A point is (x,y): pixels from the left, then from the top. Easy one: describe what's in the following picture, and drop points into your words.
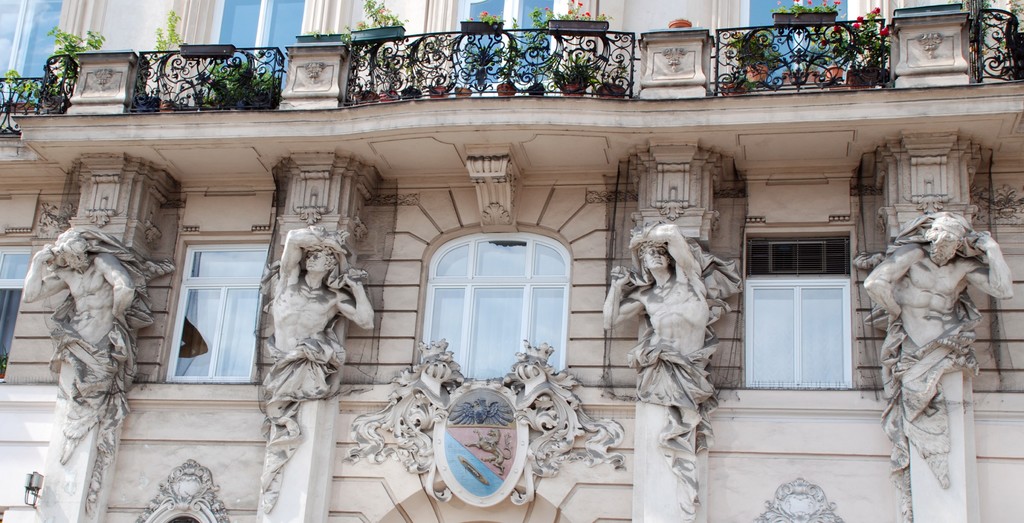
This is a part of a building (551,373). Here I can see a wall (41,203) along with the pillars (639,501) and windows (816,346). At the top of the image (563,75) there is a railing (45,83). Behind the railing (417,75) there are many plant pots (502,85). On the pillars (76,294) there are sculptures (911,273) and also I can see the carvings (510,423).
